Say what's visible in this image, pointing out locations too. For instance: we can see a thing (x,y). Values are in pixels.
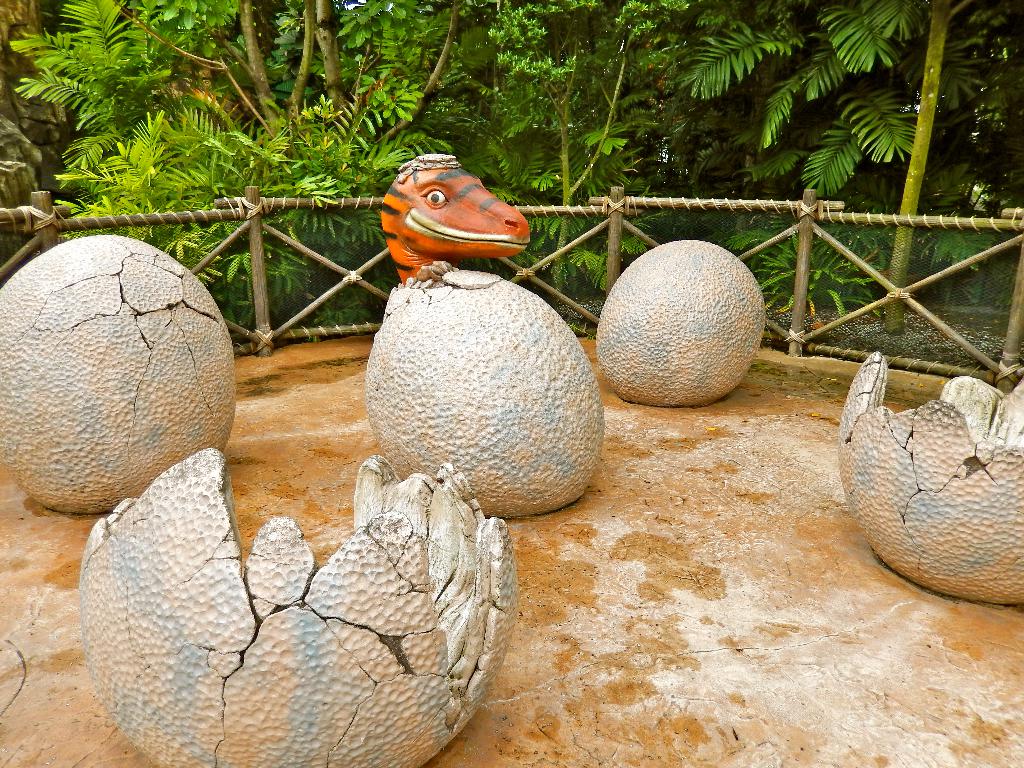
In this image in the foreground (404,588) there are structures (714,312) of eggs (950,415), few eggs (950,415) are hatched, an animal (404,231) is coming out of an egg (426,289). In the background (392,273) there is fence (985,261) and trees (246,45).
